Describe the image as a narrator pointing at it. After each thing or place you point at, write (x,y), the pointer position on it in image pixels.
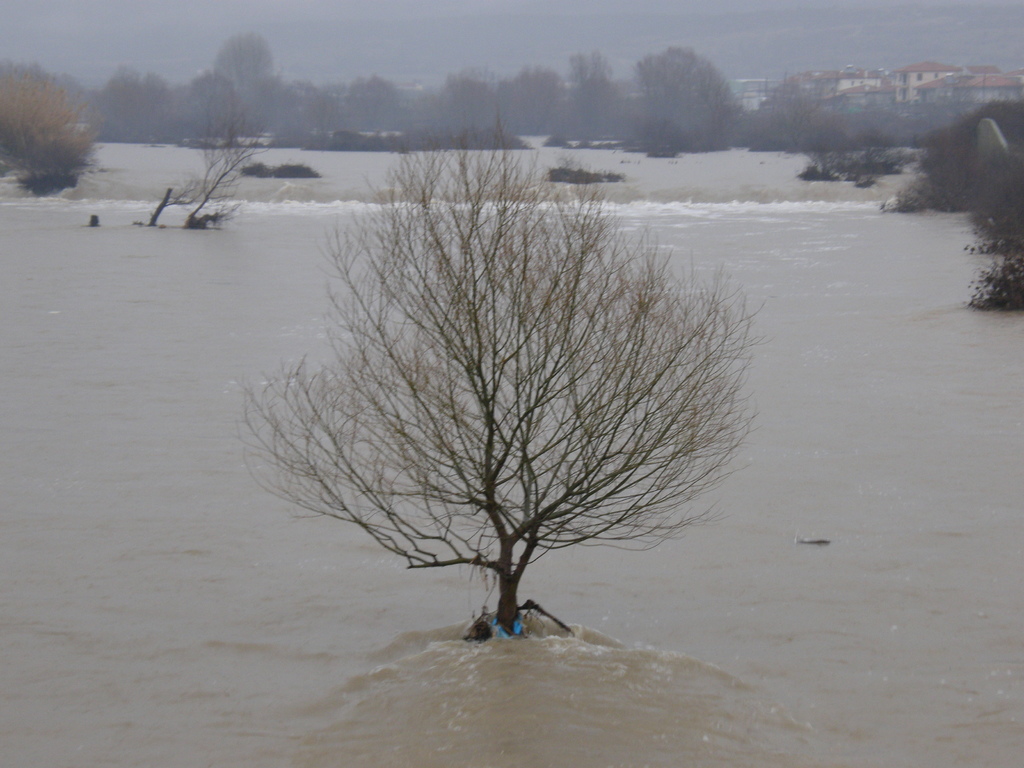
In this picture we can see water (58,264) and trees (483,102). Far there are houses (943,81).
